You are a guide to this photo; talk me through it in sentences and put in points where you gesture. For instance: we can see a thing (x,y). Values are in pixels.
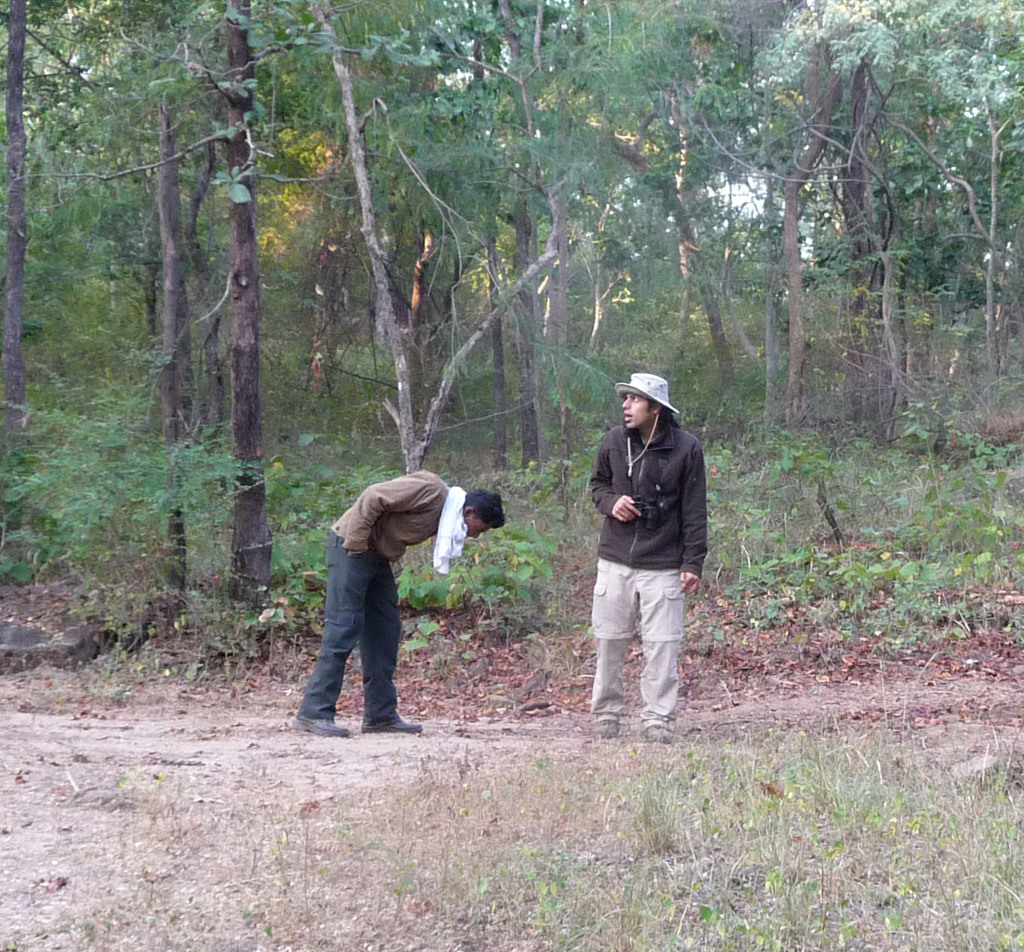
In the image there are two men (691,561) and behind them there are plenty of trees (719,269) and in front of the men (696,530) there is some dry grass (649,788).
